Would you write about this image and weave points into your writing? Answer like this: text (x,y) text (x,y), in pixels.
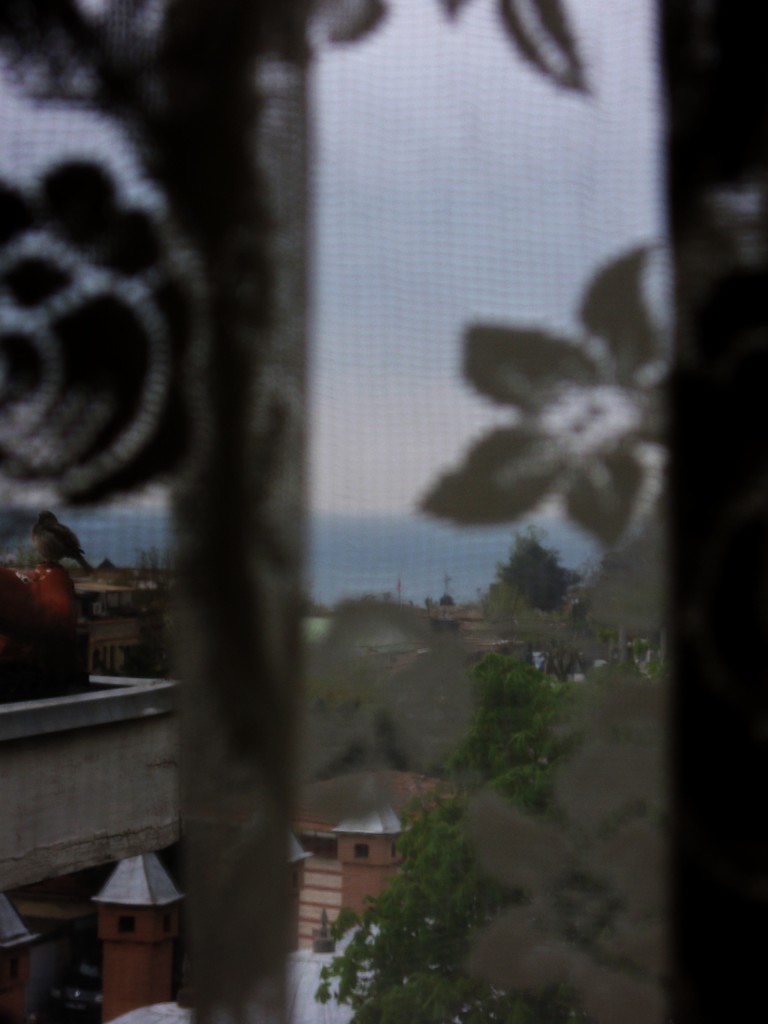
In this picture, we can see cloth (544,855), trees (438,834), buildings (305,796), and we can see water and the sky (353,397).
